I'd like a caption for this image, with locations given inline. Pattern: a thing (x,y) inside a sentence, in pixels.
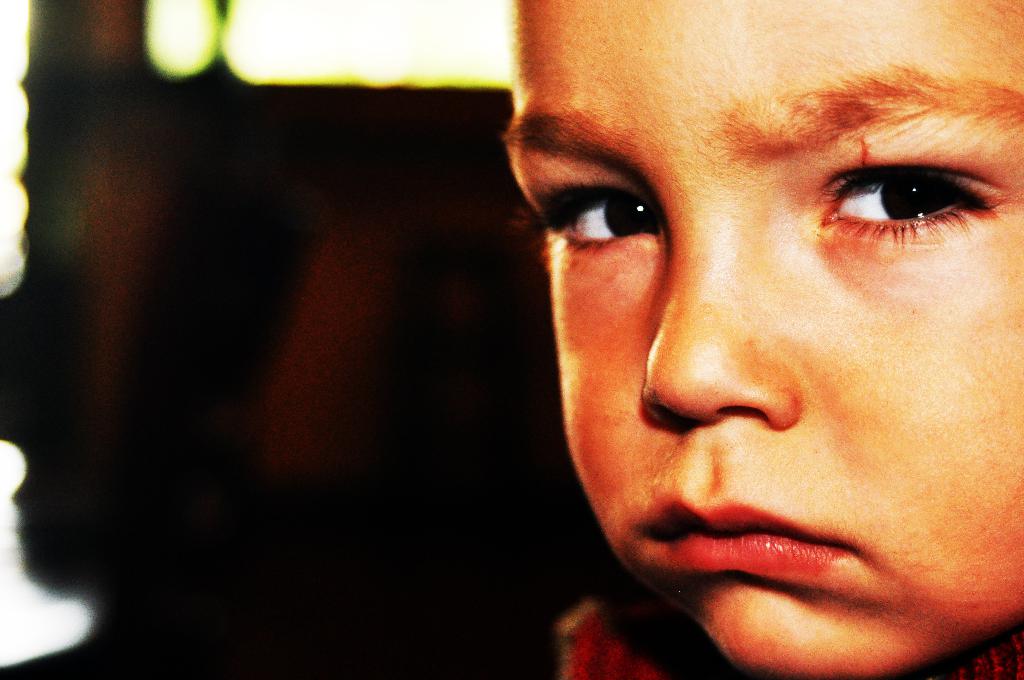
In this picture there is a boy (928,290) who is looking towards right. In the background (536,238) it might be a door (332,449). On the left (140,352) I can see the blur image.
